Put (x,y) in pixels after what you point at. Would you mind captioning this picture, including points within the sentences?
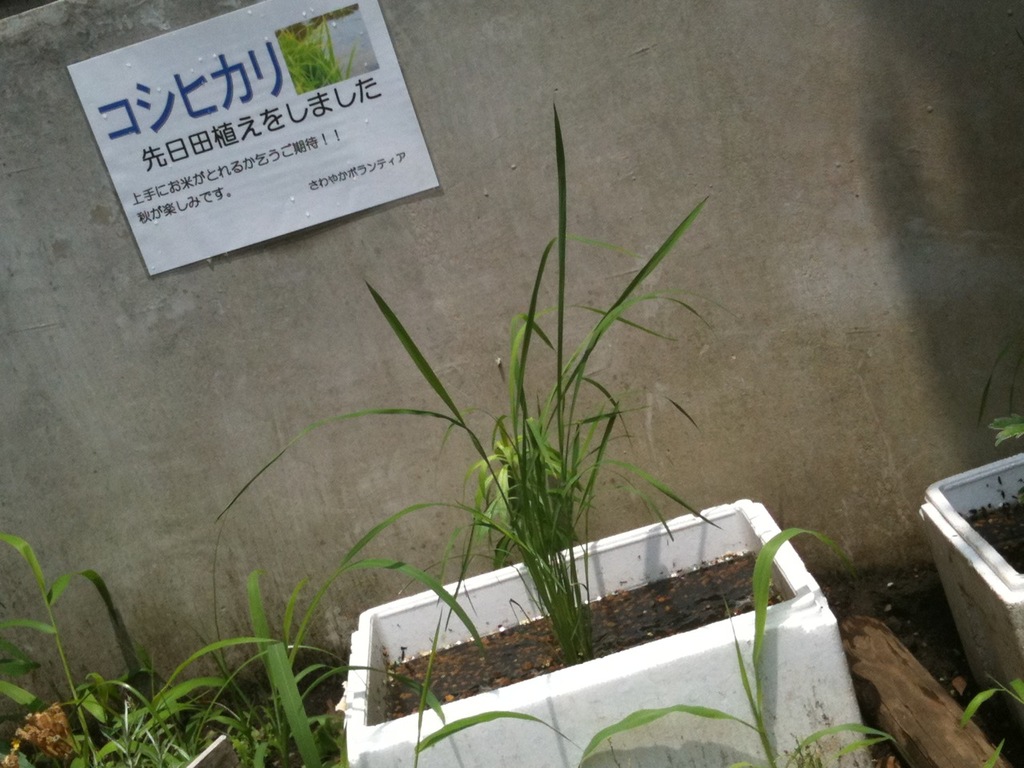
In this image I can see plants (504,553) in pots (639,557). I can also see color of these pots (604,709) are white. Here I can see wall (250,296) and on it I can see a white color board (91,64). I can also see something is written on this board (203,118).
